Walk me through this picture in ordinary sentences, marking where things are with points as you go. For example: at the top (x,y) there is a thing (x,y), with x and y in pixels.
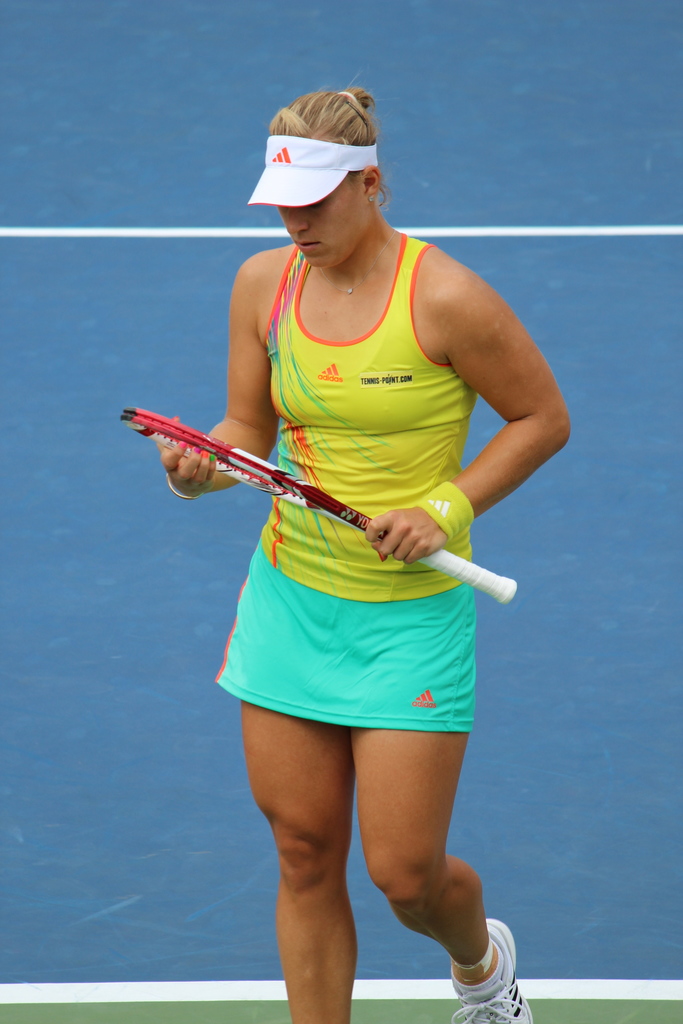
As we can see in the image there is a woman (359,578).
